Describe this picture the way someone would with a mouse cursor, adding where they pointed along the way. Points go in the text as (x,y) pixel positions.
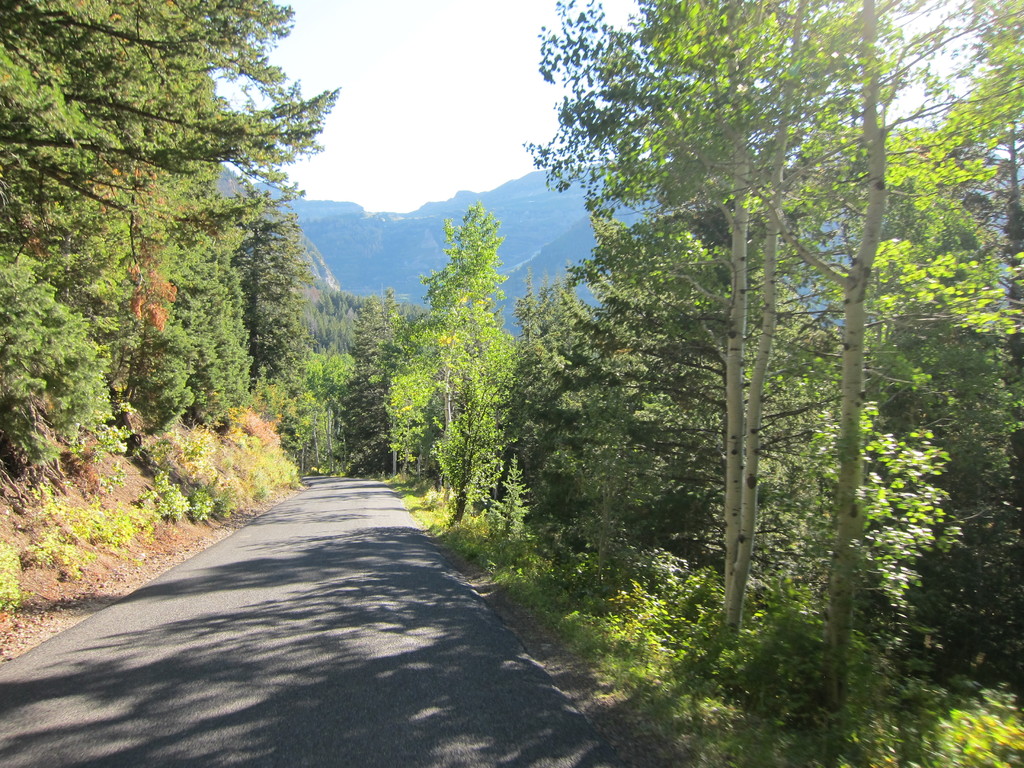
In this picture there are mountains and trees (469,239). At the top (500,47) there is sky (488,83). At the bottom (294,597) there is a road (271,708) and there are plants (673,653).
